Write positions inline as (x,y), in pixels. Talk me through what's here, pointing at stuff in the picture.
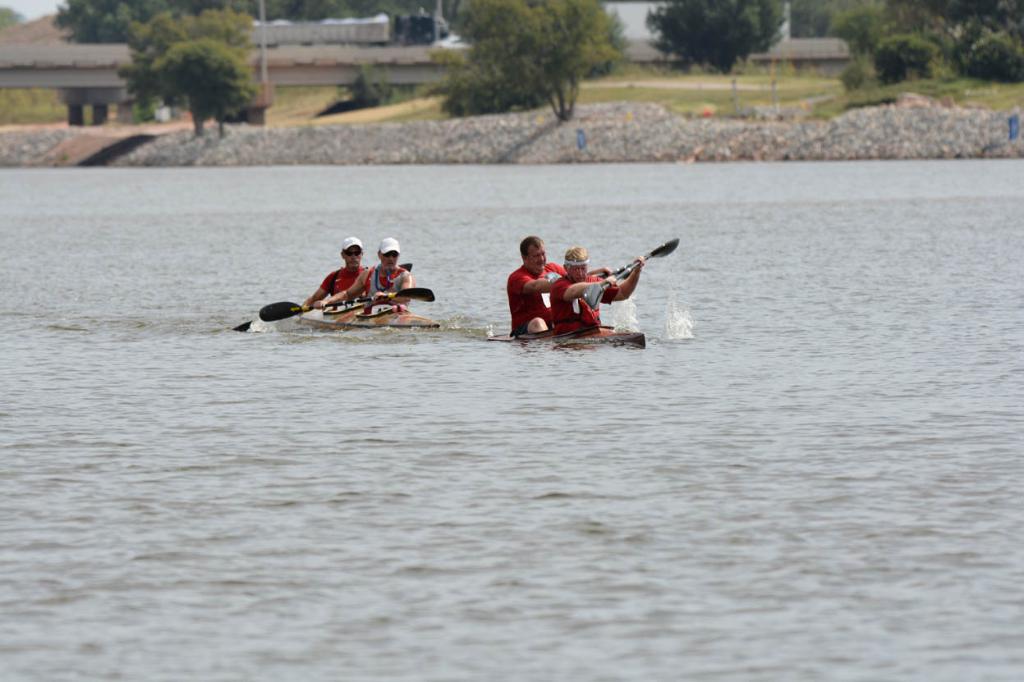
In the foreground of this image (105,428), there are persons (531,305) holding paddles (617,277) and doing kayaking on the water (469,373). In the background (689,69), there are trees (317,9), a vehicle (280,24) moving on the bridge (325,65) and the sky (40,5).
